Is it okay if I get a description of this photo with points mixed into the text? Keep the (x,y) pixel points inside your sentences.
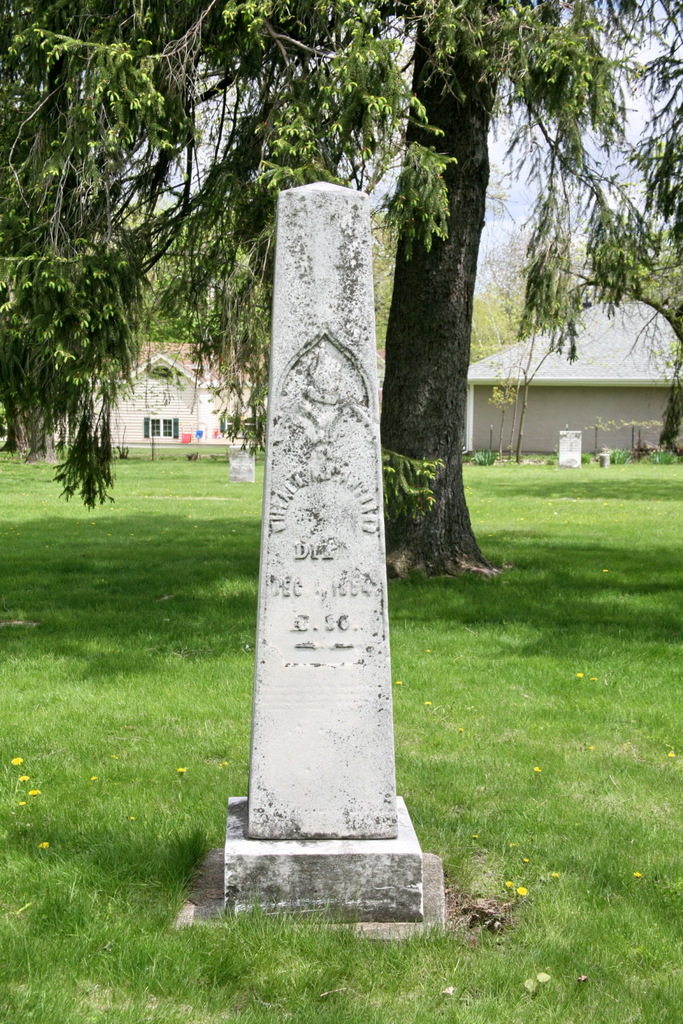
This looks like a memorial stone (346,648). This is the grass (77,881). I can see a tree (457,218) with branches (288,93) and leaves (351,86). In the background (181,347), I think these are the houses (178,400) with the windows (156,421).
